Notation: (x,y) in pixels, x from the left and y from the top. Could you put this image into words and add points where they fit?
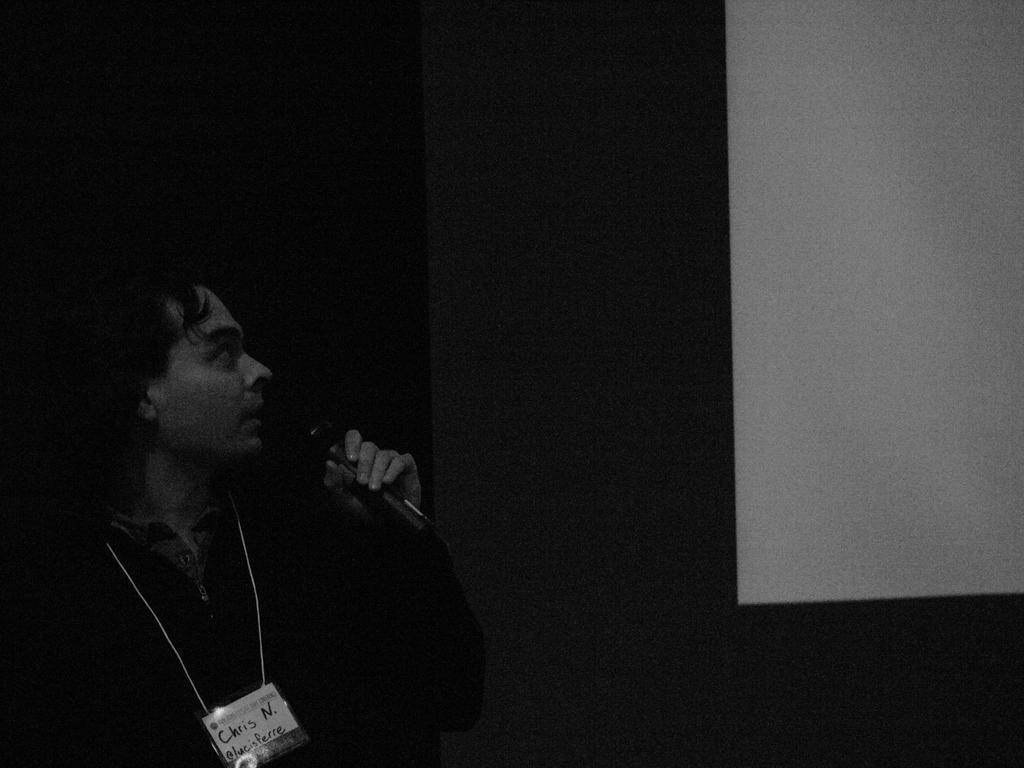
In this image i can see a person (335,544) standing and holding a microphone (412,515) in his hand (341,488). I can see a badge (239,750) in his neck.
